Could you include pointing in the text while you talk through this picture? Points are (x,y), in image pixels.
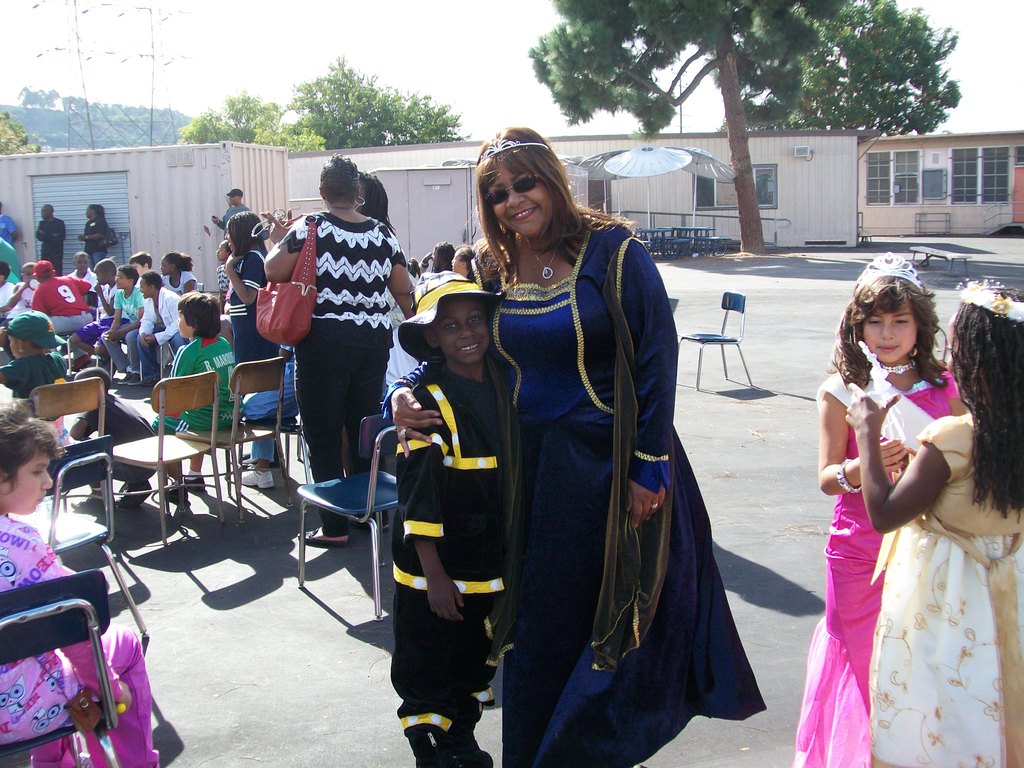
In the center of the image (461,405) we can see a boy (486,446) and a woman (637,434) standing and smiling. We can also see the girls (931,488) and also the people (176,295) sitting on the chairs (99,450) which are on the land (195,543). In the background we can see the houses (914,136) and also the umbrellas (624,162) for shelter. We can also see the trees (343,93), bench (950,257) and also the sky (966,48).
